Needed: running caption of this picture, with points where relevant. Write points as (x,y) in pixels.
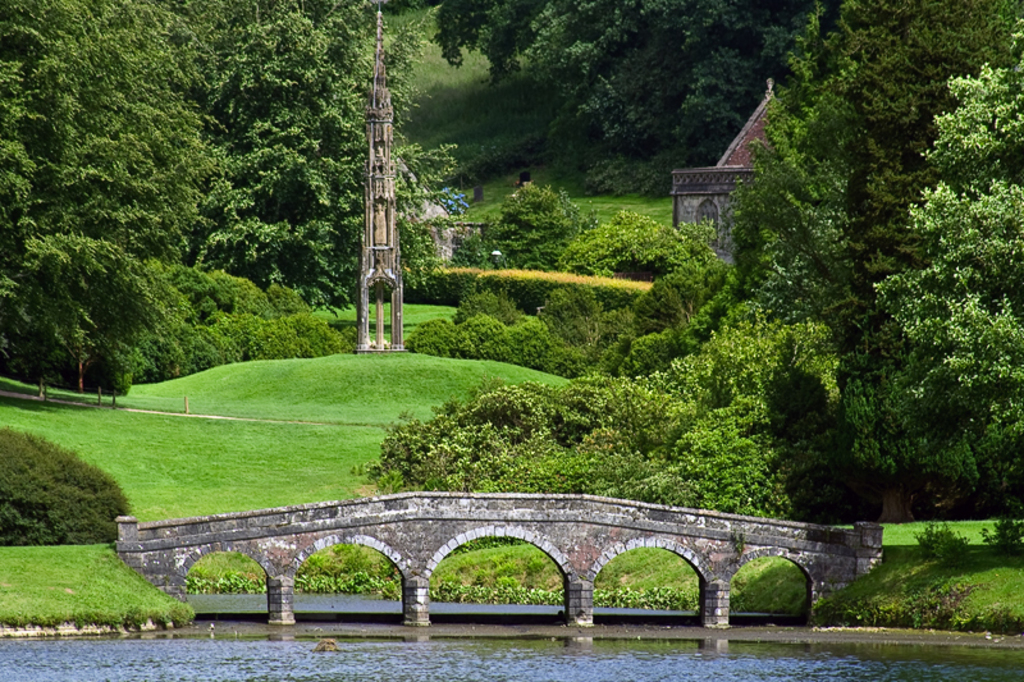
In the image in front (468,666) there is water (534,644). In the center of the image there is a bridge (830,540). At the bottom of the image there is grass (279,426) on the surface (173,441). In the background of the image (230,376) there are plants (523,348), buildings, trees (723,29) and grass (478,64).
